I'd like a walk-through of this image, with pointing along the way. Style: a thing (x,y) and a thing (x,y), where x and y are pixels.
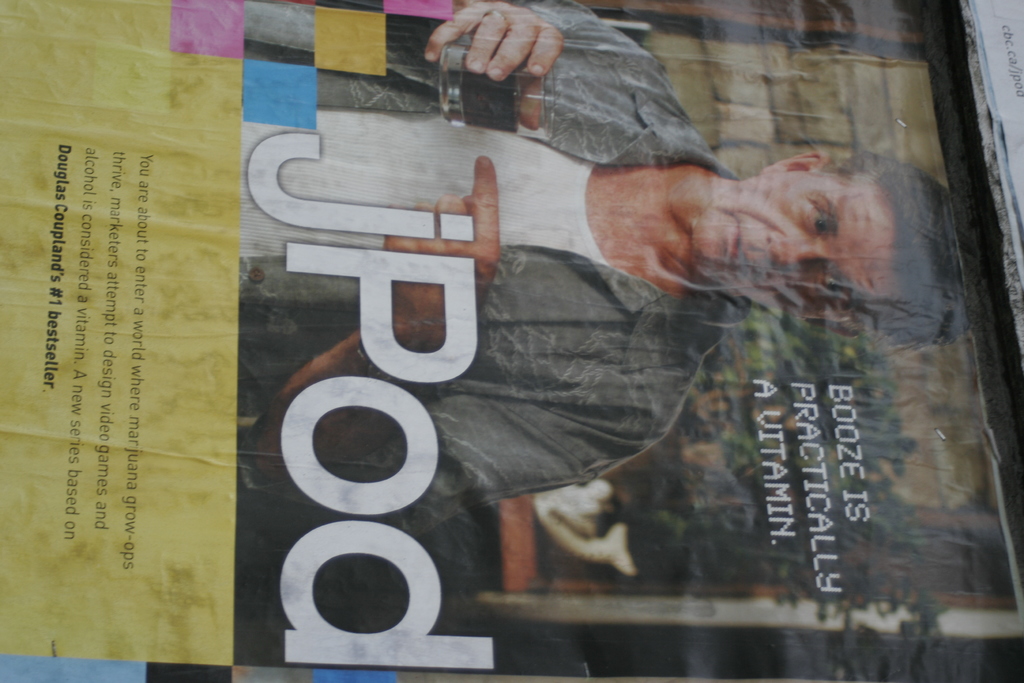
In this image there is a poster (511,250). Poster (586,264) is having a person image (607,204) and some text (419,256) on it. Person (479,321) is wearing a jacket (517,325) and he is holding a glass (462,113) in his hand (471,68). Glass (471,109) is filled with drink (469,112). Left side of image (56,240) there is some text (105,221).
